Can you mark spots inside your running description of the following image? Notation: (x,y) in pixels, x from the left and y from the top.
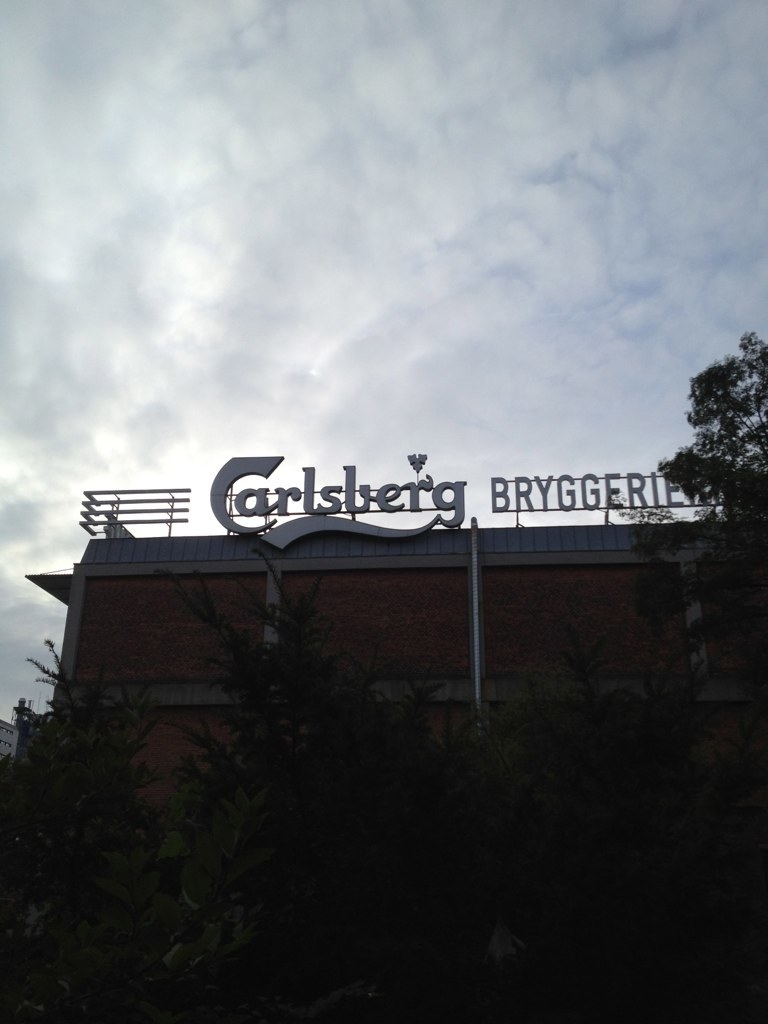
In this image there is a building (217,558), hoarding (295,495), trees (457,855), pole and cloudy sky (344,214).
